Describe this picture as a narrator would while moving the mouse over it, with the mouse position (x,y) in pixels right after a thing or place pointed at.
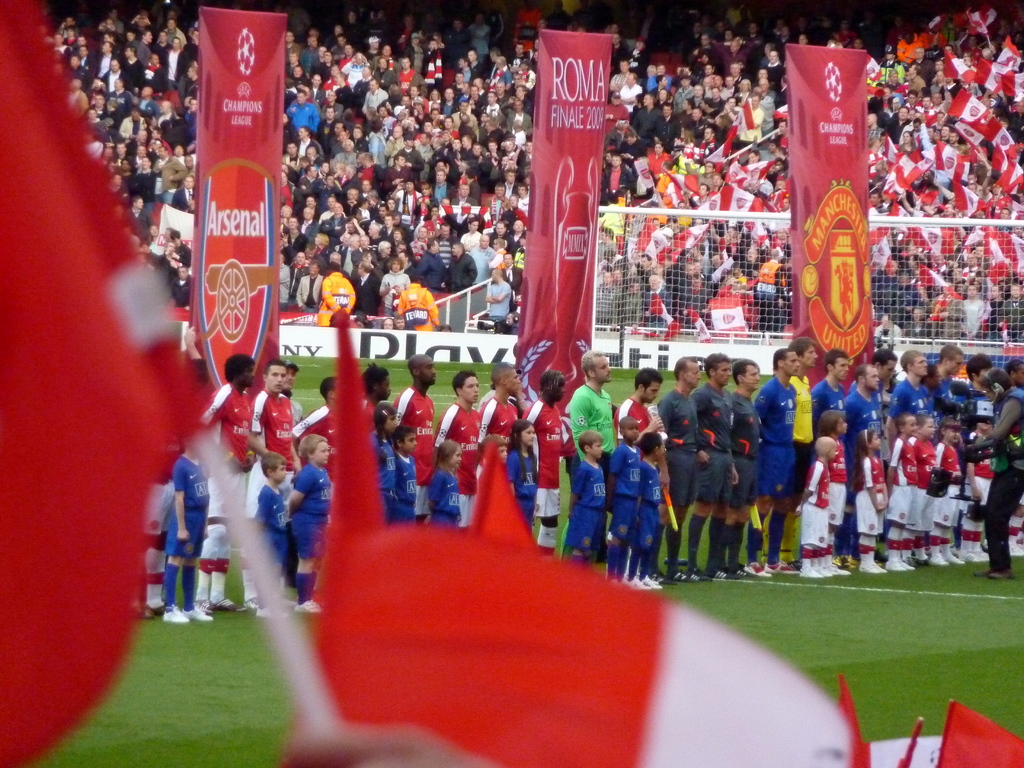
In this picture we can see a group of people (583,359) are present. In the center of the image (416,346) we can see a boards (227,285), mesh (640,284) are there. On the right side of the image (974,429) a person (999,464) is holding a camera (969,462). At the bottom of the image (903,634) ground (854,628) is there.
